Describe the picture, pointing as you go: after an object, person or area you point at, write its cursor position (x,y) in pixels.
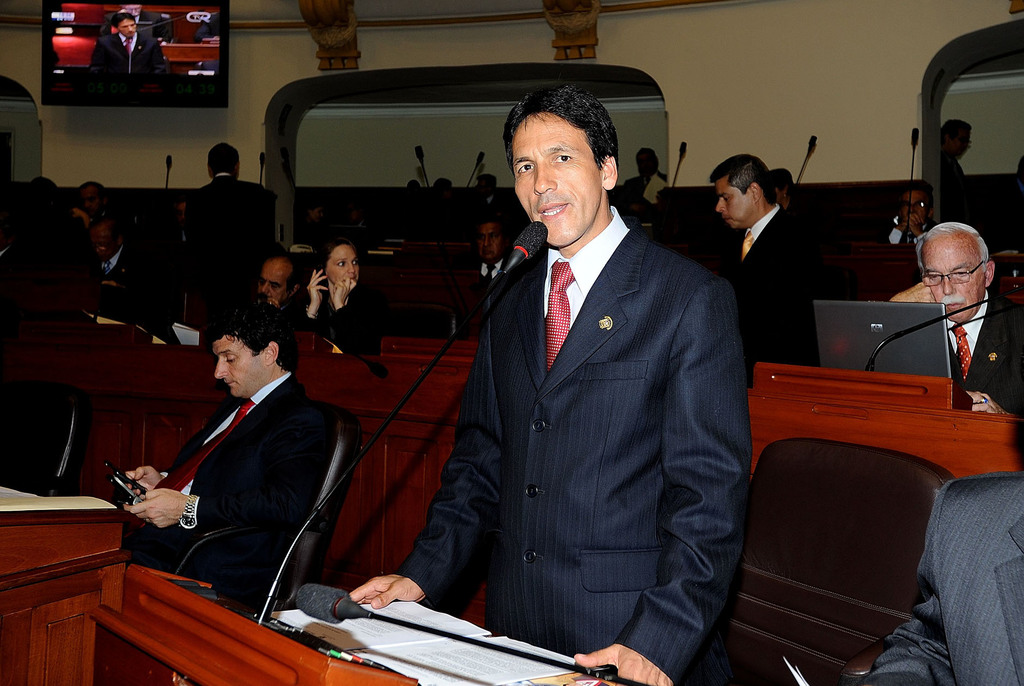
In this image there are people (988,338) sitting and some of them are standing. There are tables (340,685). We can see papers (435,627) and mics (365,617) placed on the tables (65,543). There is a laptop (923,312). On the left (212,71) there is a screen (134,4) placed on the wall (77,173). In the background (255,116) there is a wall (842,62).
